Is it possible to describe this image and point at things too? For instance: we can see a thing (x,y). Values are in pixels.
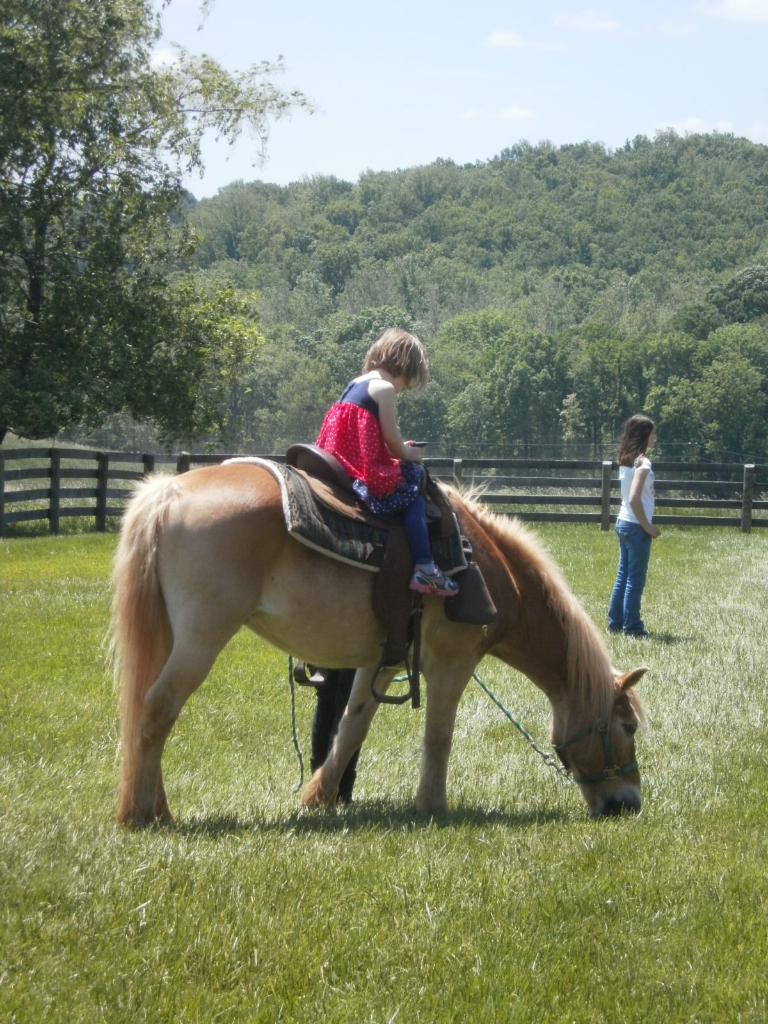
In this picture a girl (346,451) is seated on the horse (359,670), and woman (643,636) standing near to the horse (543,643), in the background (582,439) we can see couple of trees (422,341) and wooden fence (550,485).
